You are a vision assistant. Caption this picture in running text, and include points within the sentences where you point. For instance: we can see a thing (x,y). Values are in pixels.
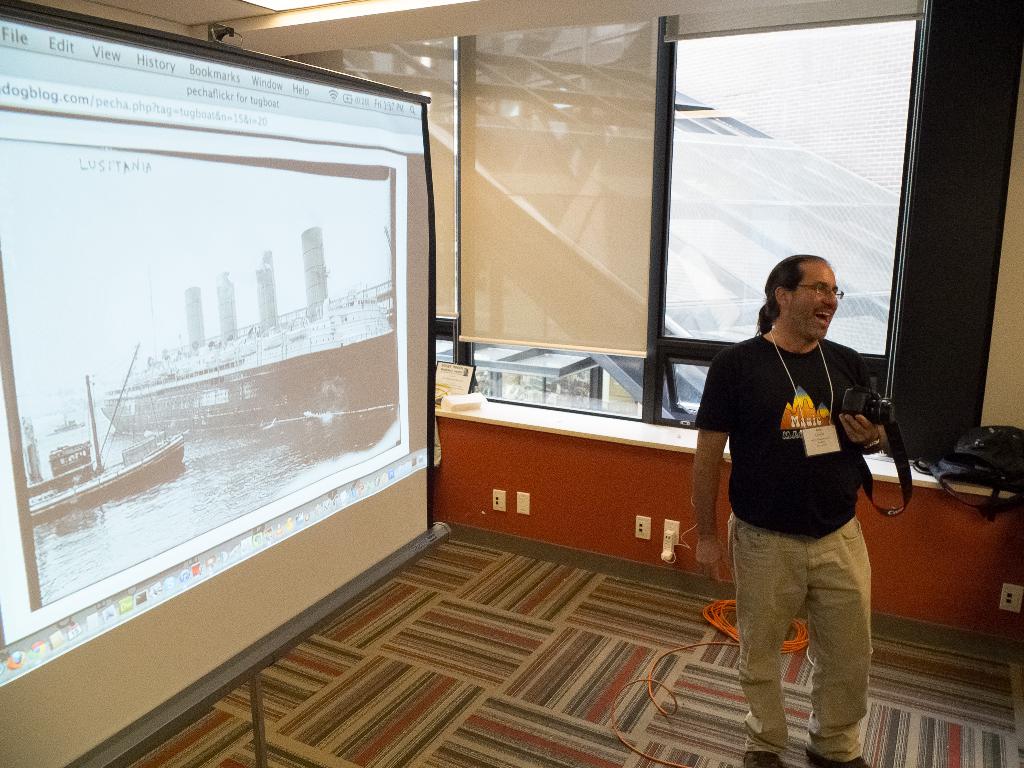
In this image I can see a person (818,429) is standing on the floor (800,678) and is holding a camera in hand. In the background (536,405) I can see a screen (375,438), stand (389,564), window (799,235), desk (536,421), metal rods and lights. This image is taken may be in a hall (663,632).
